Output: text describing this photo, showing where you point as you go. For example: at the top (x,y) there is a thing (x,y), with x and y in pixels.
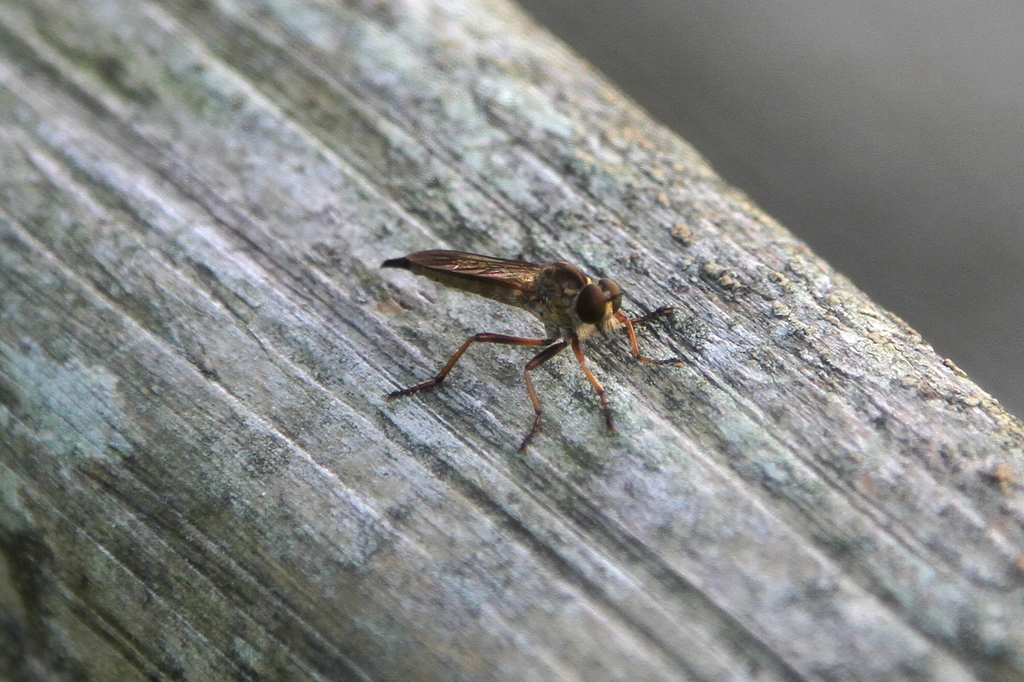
In the picture we can see an insect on the wooden surface (543,236).
